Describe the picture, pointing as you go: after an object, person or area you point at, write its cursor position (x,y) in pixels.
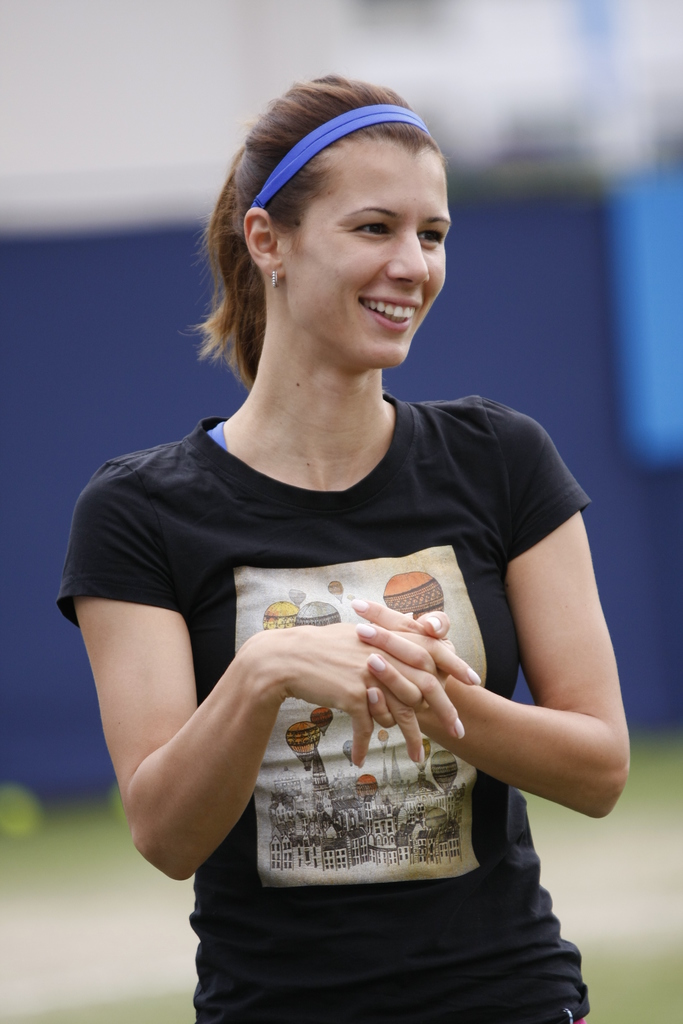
In this image we can see a woman (371,318) is standing, and smiling, she is wearing a black t-shirt (293,586), the background (63,356) is blurry.
